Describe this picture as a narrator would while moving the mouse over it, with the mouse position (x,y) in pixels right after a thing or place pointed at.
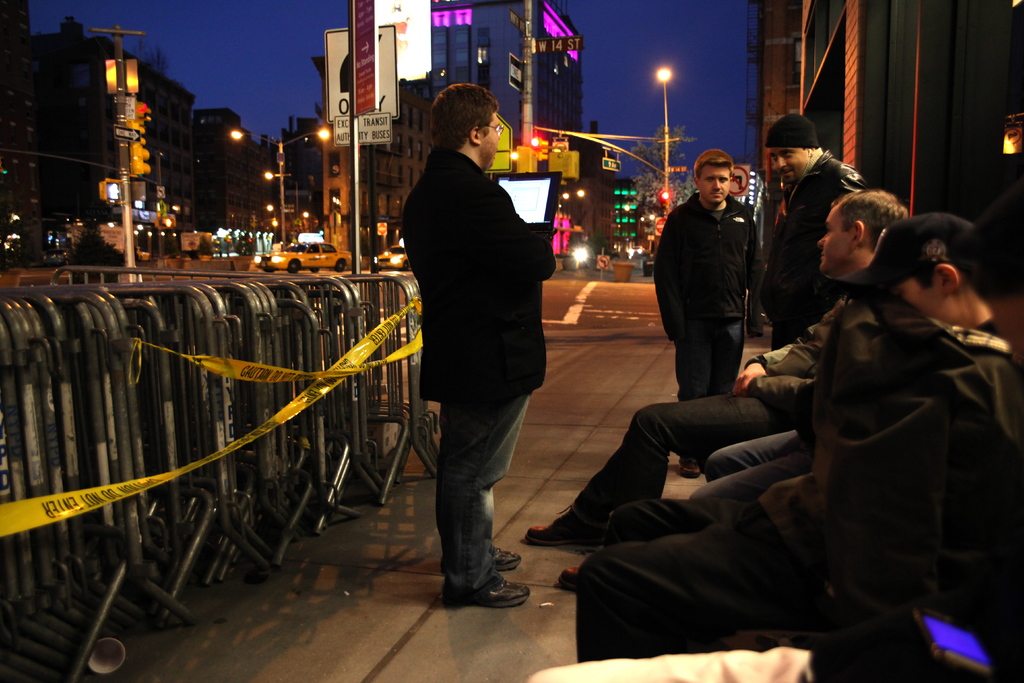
In this picture we can see some people (730,569) sitting, three people (473,199) standing on the ground (418,627), vehicles (315,247) on the road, tapes (273,422), poles (665,134), lights (303,239), buildings (424,123), signboards (379,51) and some objects (237,267) and in the background (314,106) we can see the sky (248,50).
